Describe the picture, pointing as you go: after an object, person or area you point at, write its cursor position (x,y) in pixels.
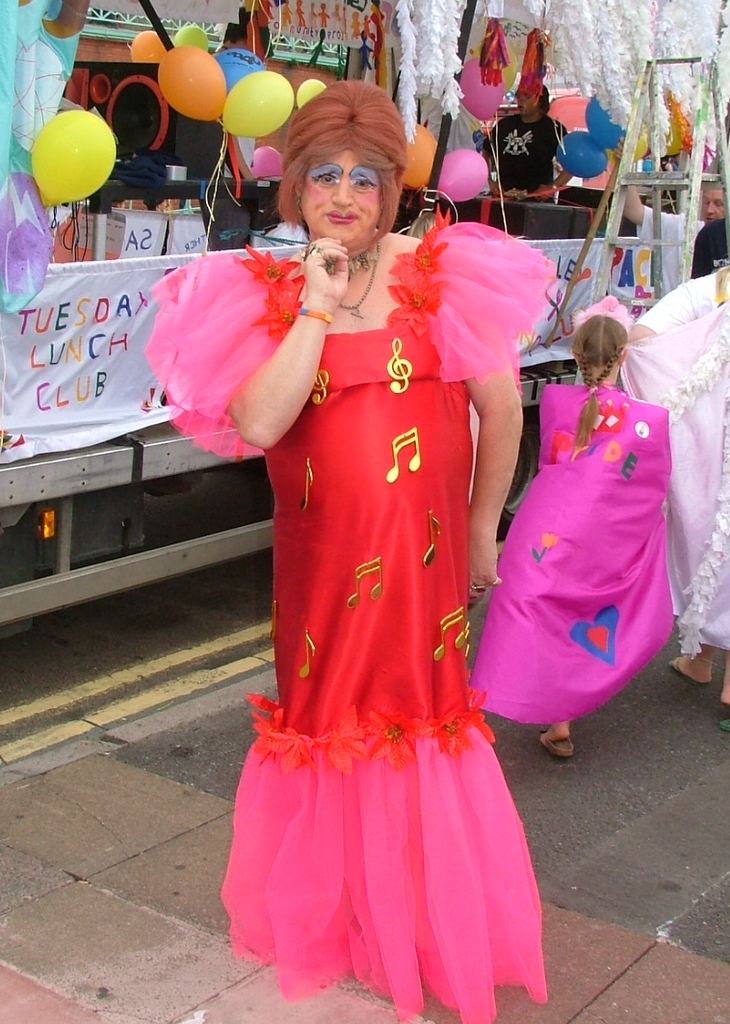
In this image there is a woman (356,495) standing on the floor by wearing the red colour costume (369,476). In the background (266,41) there are balloons (245,77) and some decorative items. On the right side (581,362) there is a girl (550,472) walking on the floor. On the right side (685,218) top there is a man (630,208) holding the ladder (654,193).
